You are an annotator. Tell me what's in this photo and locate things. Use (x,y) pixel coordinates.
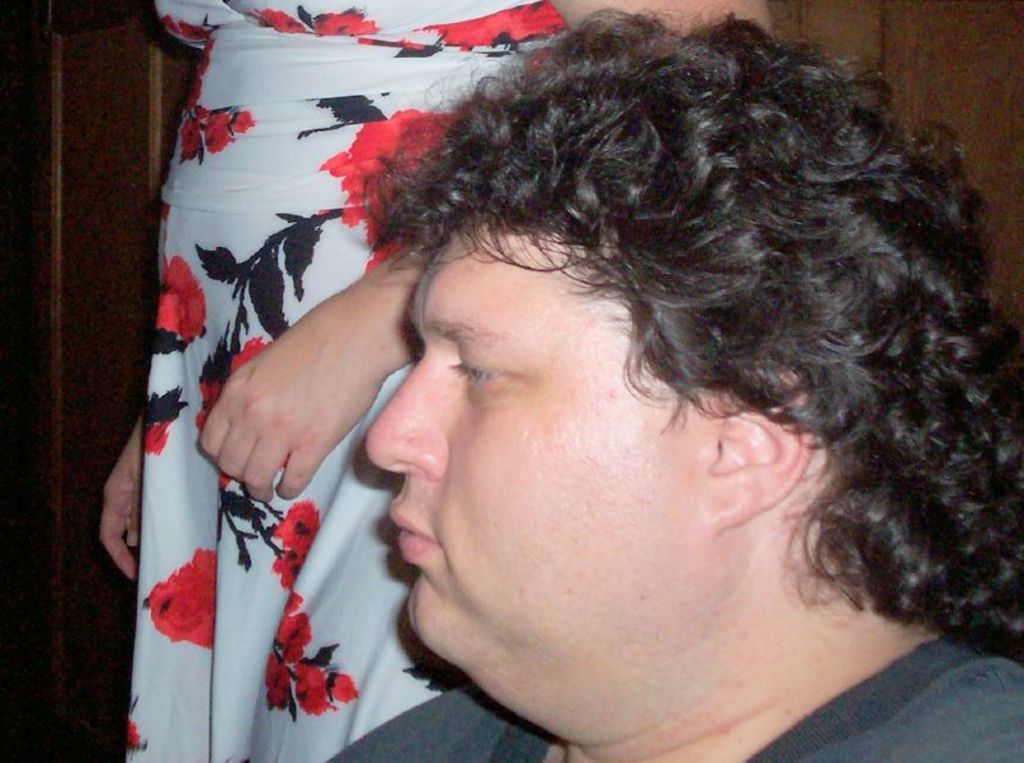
In this image there is a man (651,682). Behind him there is another person (301,254) standing. In the background (102,168) there is a wooden wall (966,52).
